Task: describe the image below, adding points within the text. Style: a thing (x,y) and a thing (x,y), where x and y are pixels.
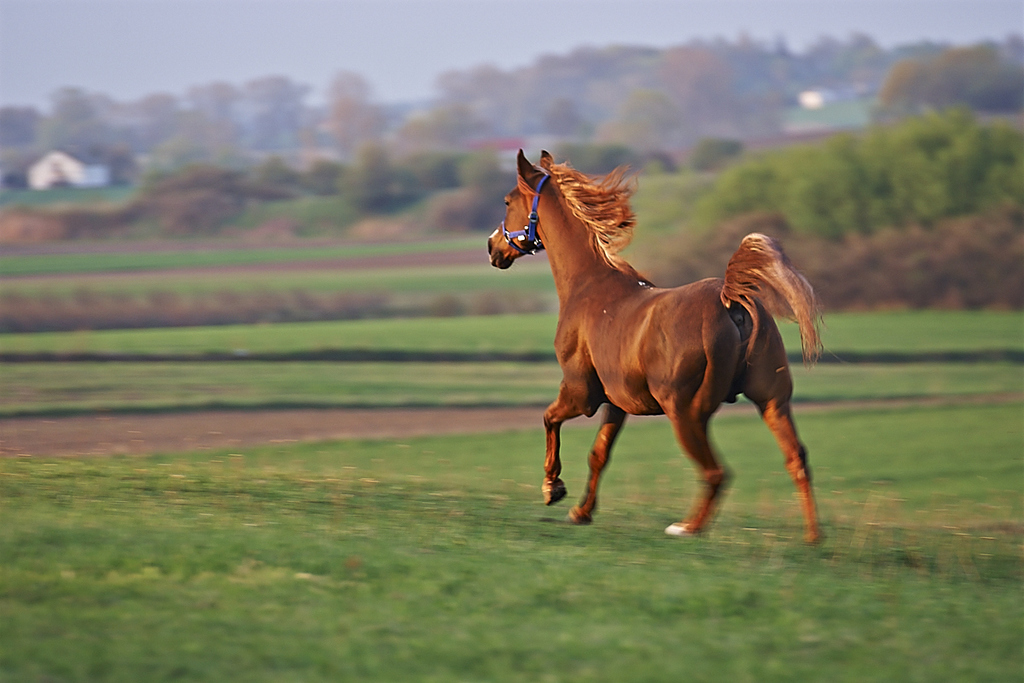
In this picture, we see a brown horse (681,287) is running in the grass field (531,455). At the bottom (486,542), we see the grass (554,576). There are trees (417,166) in the background (385,135). On the left side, we see a white building (63,177). At the top (376,54), we see the sky (517,23). This picture is blurred in the background (341,235).
